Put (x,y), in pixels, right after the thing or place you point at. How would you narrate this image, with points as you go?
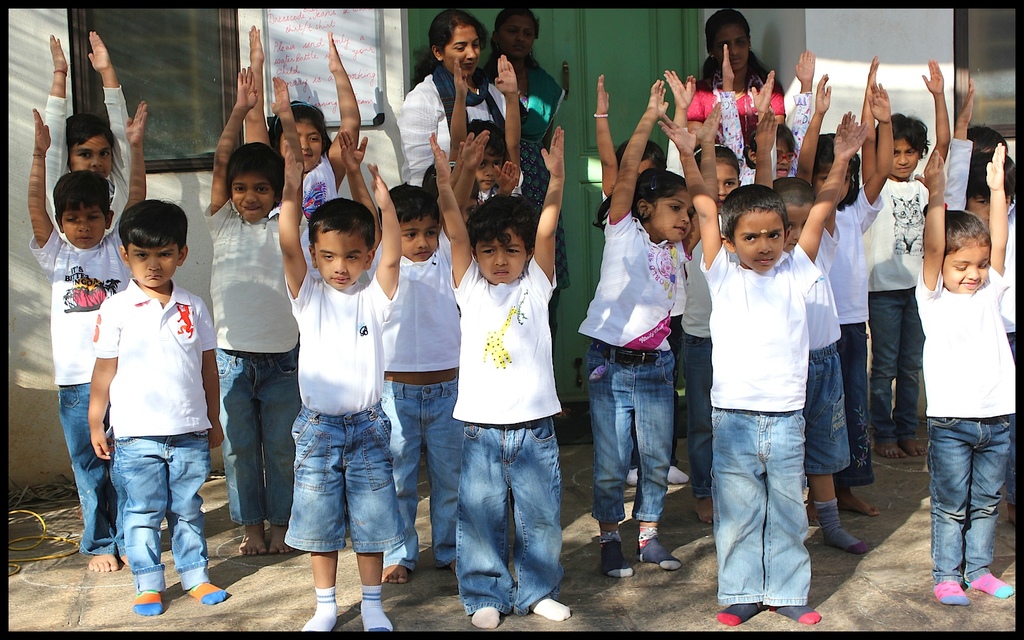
In this image, we can see a group of kids (894,230) are standing. Few are raising their hands (803,85). Background (715,103) we can see three people (479,97) are standing near the door (594,76) and walls (768,55). Here we can see two glass windows (163,90).
